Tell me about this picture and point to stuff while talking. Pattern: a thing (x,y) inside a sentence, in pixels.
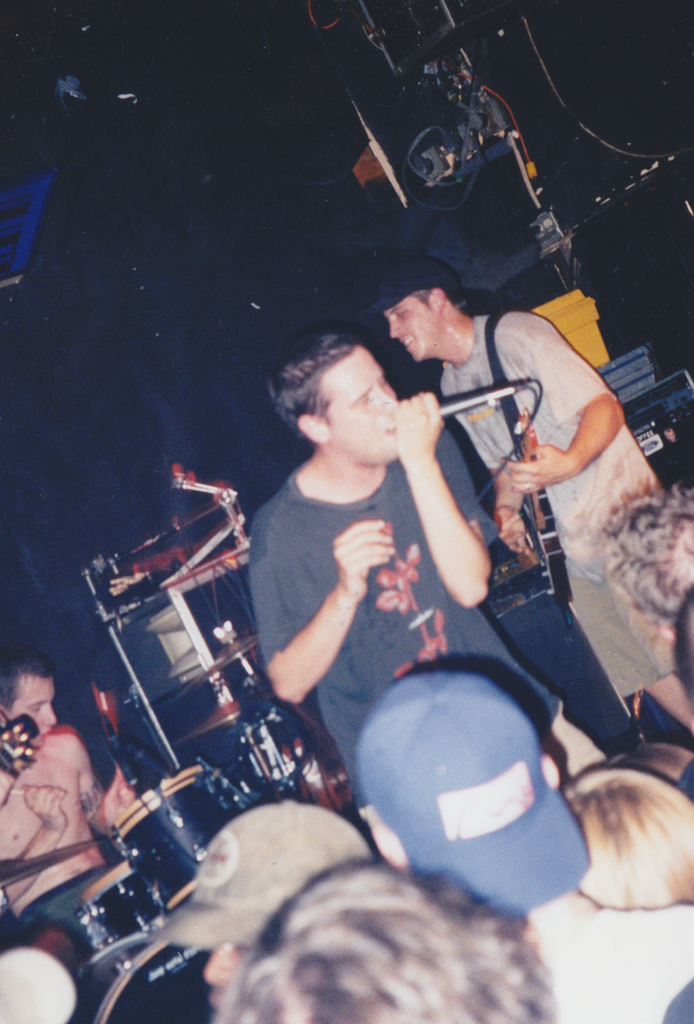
On the stage (91,726) there are three men (293,554) standing. One is singing a song the other is playing a guitar (548,551). And to the left corner (66,784) there is man (75,784) playing drums (171,811). There the people (494,818) are standing and watching the performance.
